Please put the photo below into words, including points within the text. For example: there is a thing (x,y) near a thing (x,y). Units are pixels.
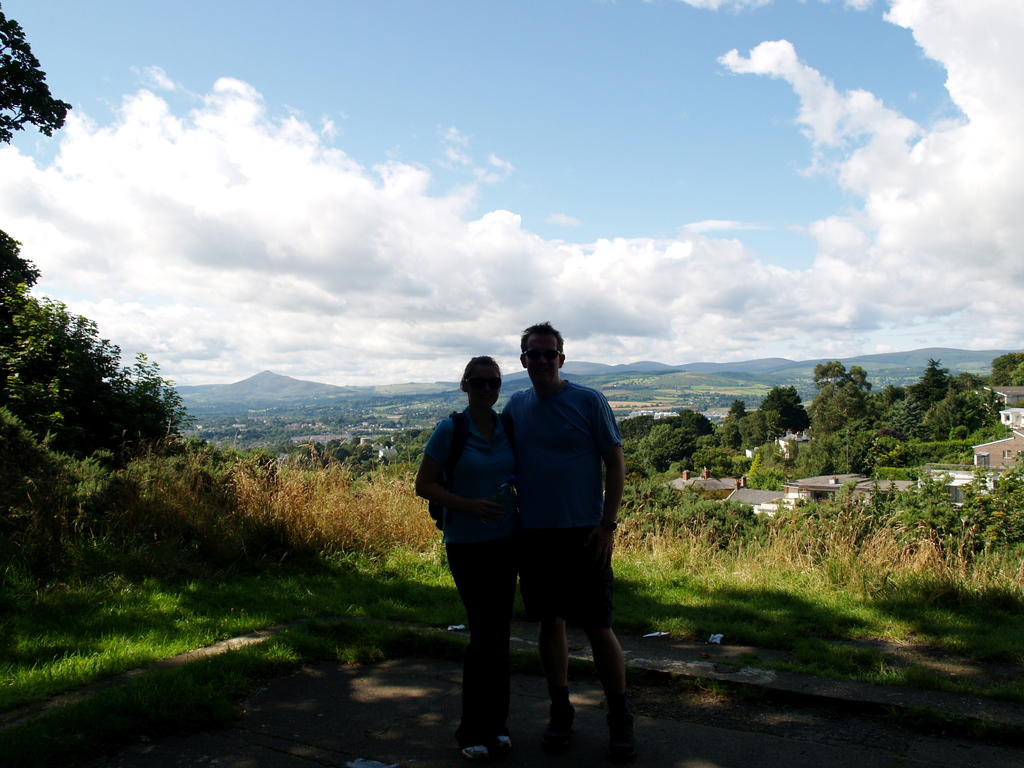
In the picture we can see a man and a woman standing together on the surface (687,690) and near it, we can see a grass surface (198,690), plants (14,417), trees (59,328) and in the background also we can see trees (785,427), houses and hills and behind it we can see a sky (554,271).
